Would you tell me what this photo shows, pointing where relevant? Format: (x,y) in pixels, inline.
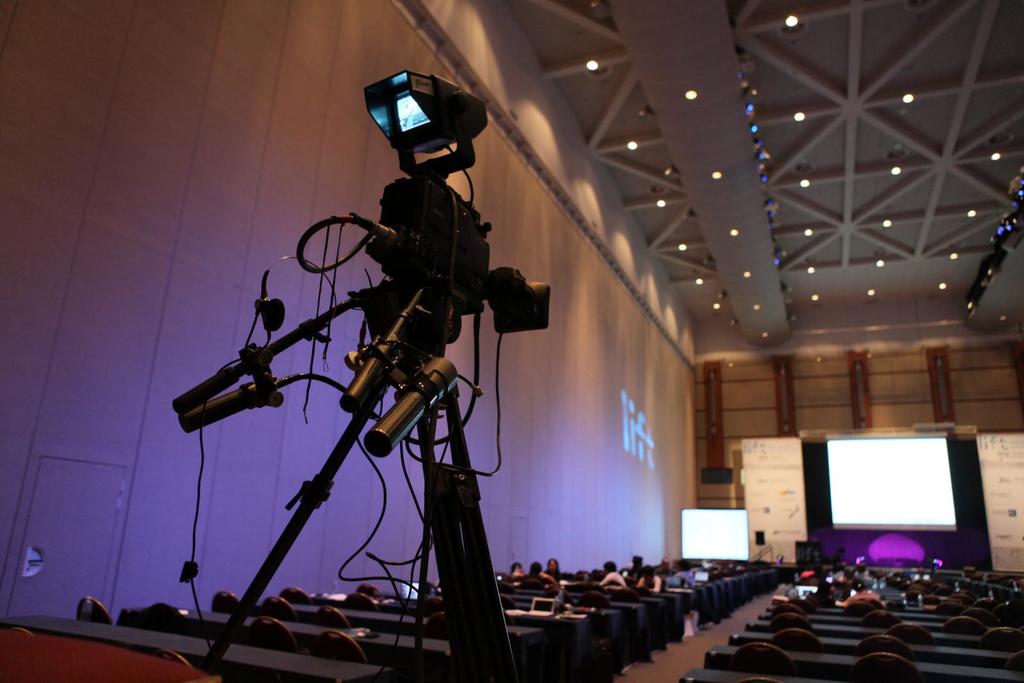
In this image I can see few people (850,581) are sitting on the chairs (859,644). I can see few white color boards (772,489), screens (932,443), wall (789,357) and few lights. In front (461,454) I can see the camera (426,93) on the stand (465,527).
